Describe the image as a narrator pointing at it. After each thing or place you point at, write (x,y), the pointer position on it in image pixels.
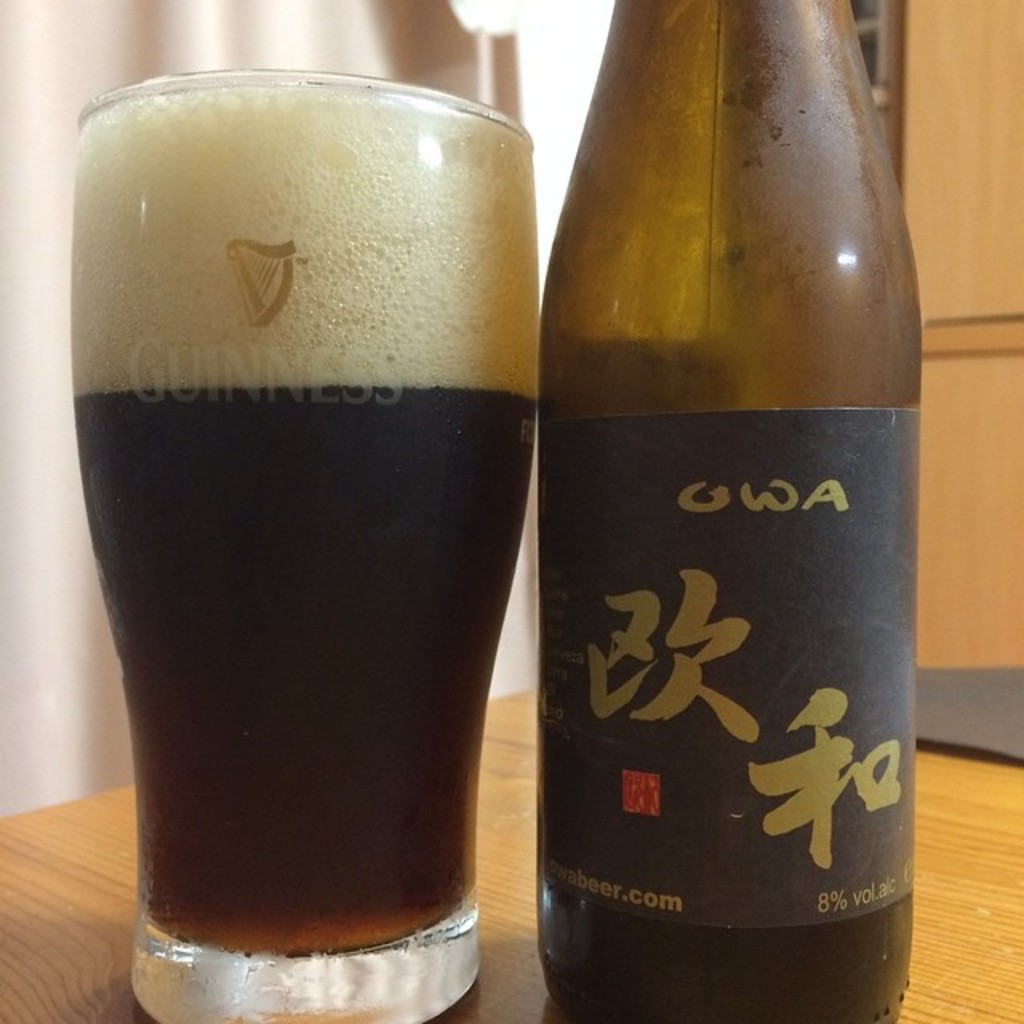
In this image there is a beer bottle (768,496) with a label (742,476) on it and a glass of beer (387,441) on the table (57,874), and in the background (12,643) there is curtain (432,7), wall (546,34).
